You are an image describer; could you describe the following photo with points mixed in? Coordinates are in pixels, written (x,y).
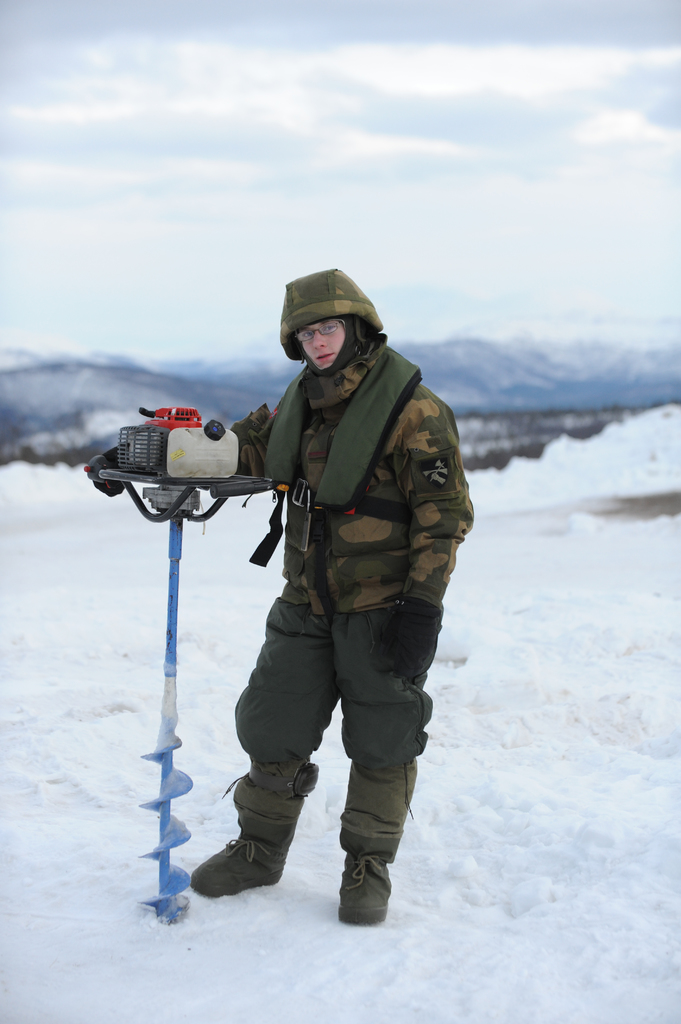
In this image there is a man (348,565) standing, he is holding an object (174,608), there is snow (531,758) on the ground (469,737), there are mountains (277,379), there is the sky (283,170) towards the top of the image (330,158), there are clouds (382,170) in the sky (358,170).
